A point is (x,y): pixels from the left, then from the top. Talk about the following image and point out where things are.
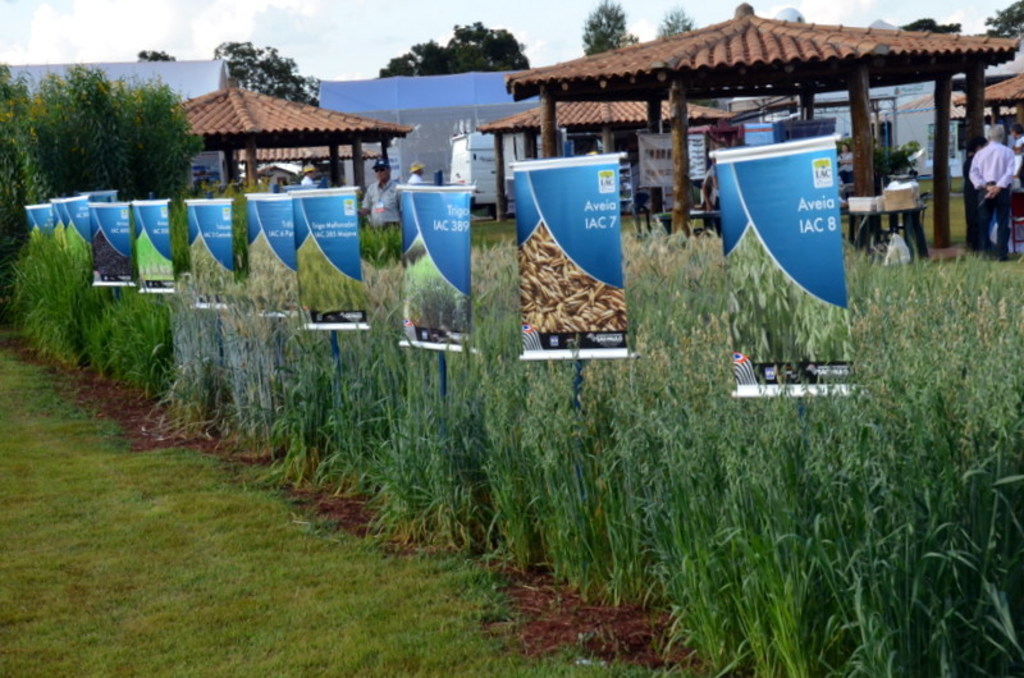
In this image in the middle (510,421), there are plants (685,493), crops (471,335), posters (434,316). In the background (547,126) there are many people (970,204), vehicles (485,197), houses (514,91), tents (385,101), trees (296,91), tables (891,212), boxes (896,194), sky (260,11) and clouds (132,32).
